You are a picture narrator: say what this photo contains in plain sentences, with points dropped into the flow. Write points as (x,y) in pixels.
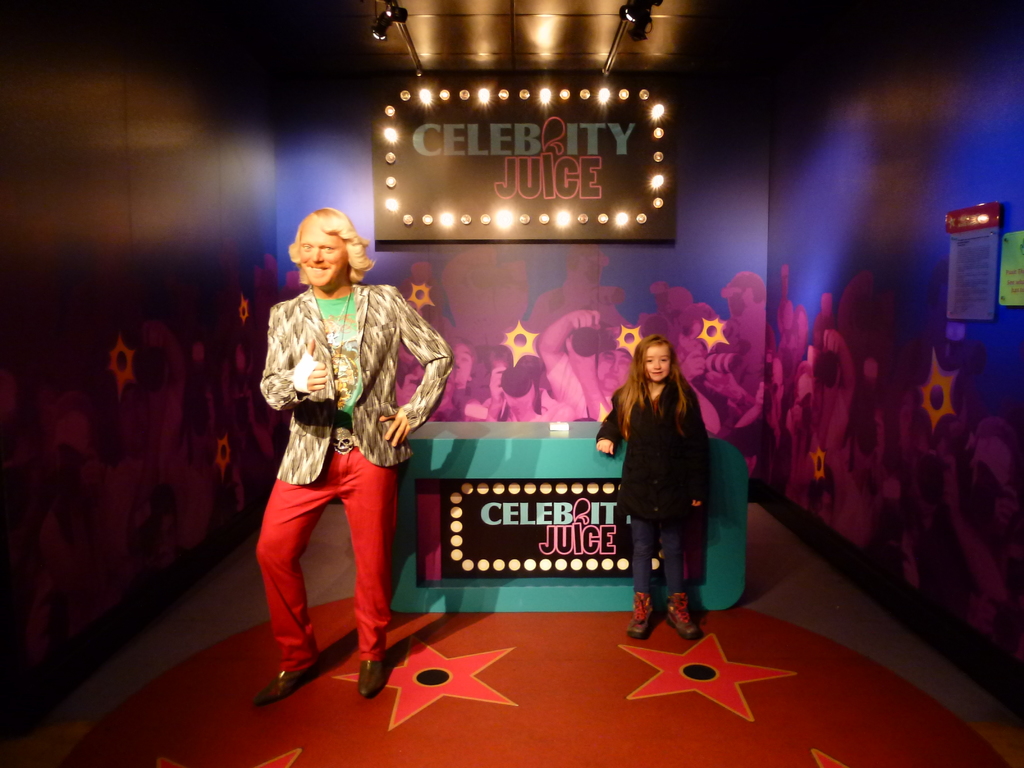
In this image we can see a man (388,312) and a child (633,633) standing on the floor (584,651). On the right side (995,421) we can see some boards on a wall (985,342). On the backside (489,223) we can see a board (598,228) with lights (505,211) and some text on it and a roof (444,17) with some ceiling lights (380,33).
